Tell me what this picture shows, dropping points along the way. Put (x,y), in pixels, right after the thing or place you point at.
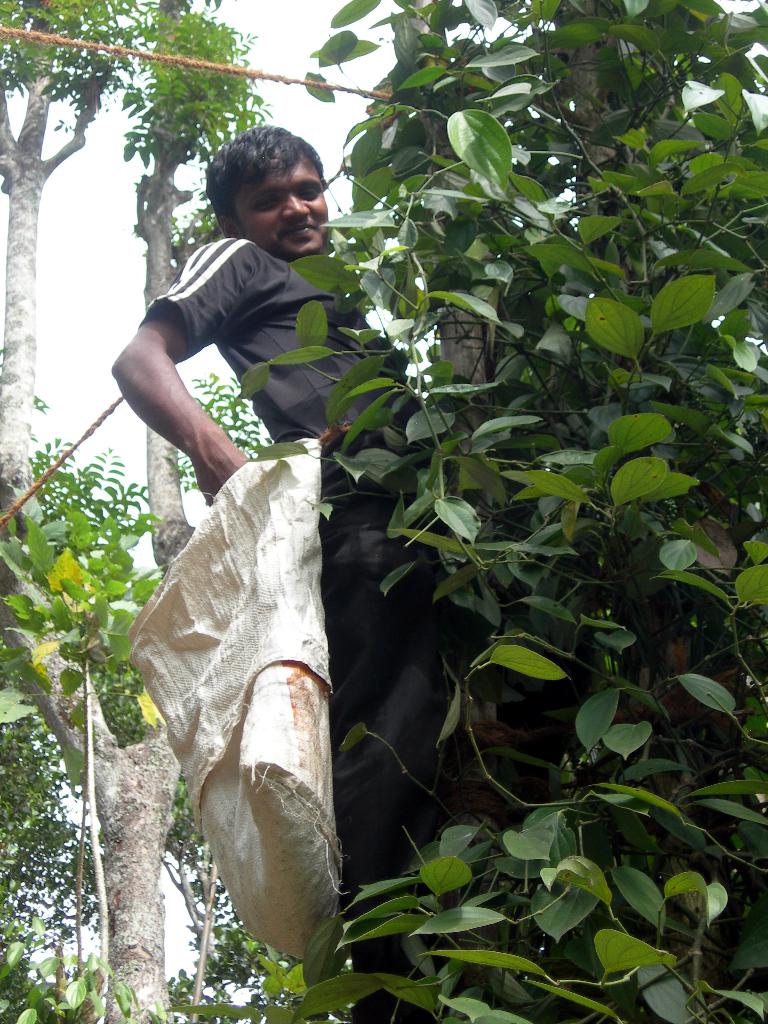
In the foreground of the picture (368,988) there are trees (162,535) and shrubs (485,487). On the tree (445,368) there is a person (256,276).
